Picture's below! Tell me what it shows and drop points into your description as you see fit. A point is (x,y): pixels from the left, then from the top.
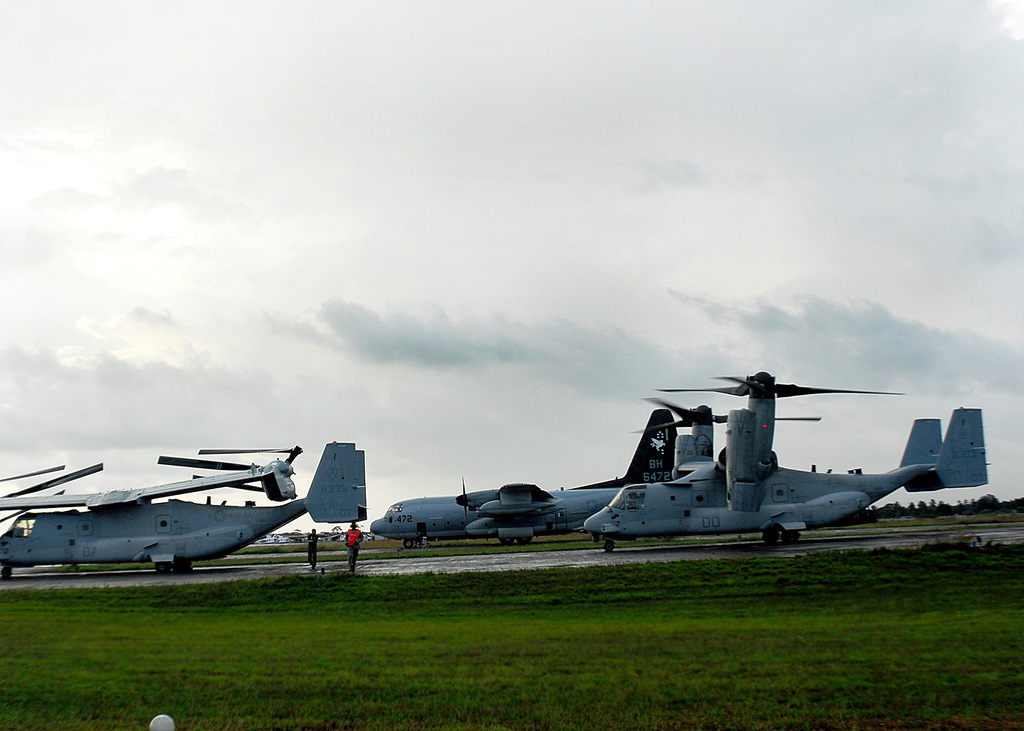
In the image there are aircrafts (268,475) on the land (322,544), there are two people (349,536) in between the aircrafts (198,517), there is a lot of grass (205,671) in the foreground (136,660).
